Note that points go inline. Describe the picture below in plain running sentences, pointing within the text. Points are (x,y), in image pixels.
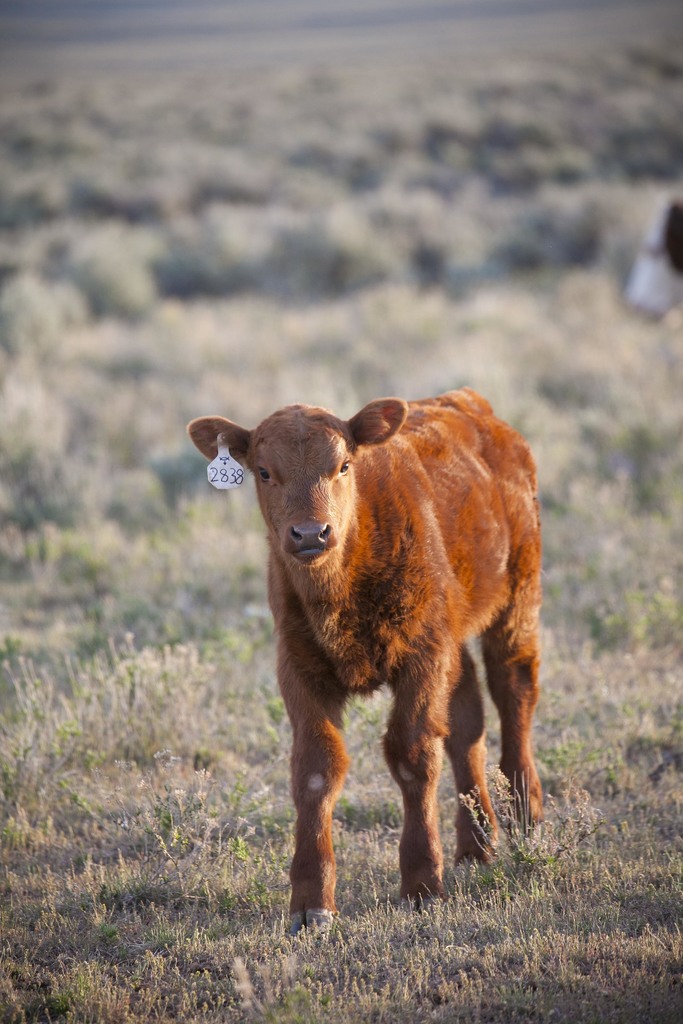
In this image, there is an animal (447,570) on blur background.
